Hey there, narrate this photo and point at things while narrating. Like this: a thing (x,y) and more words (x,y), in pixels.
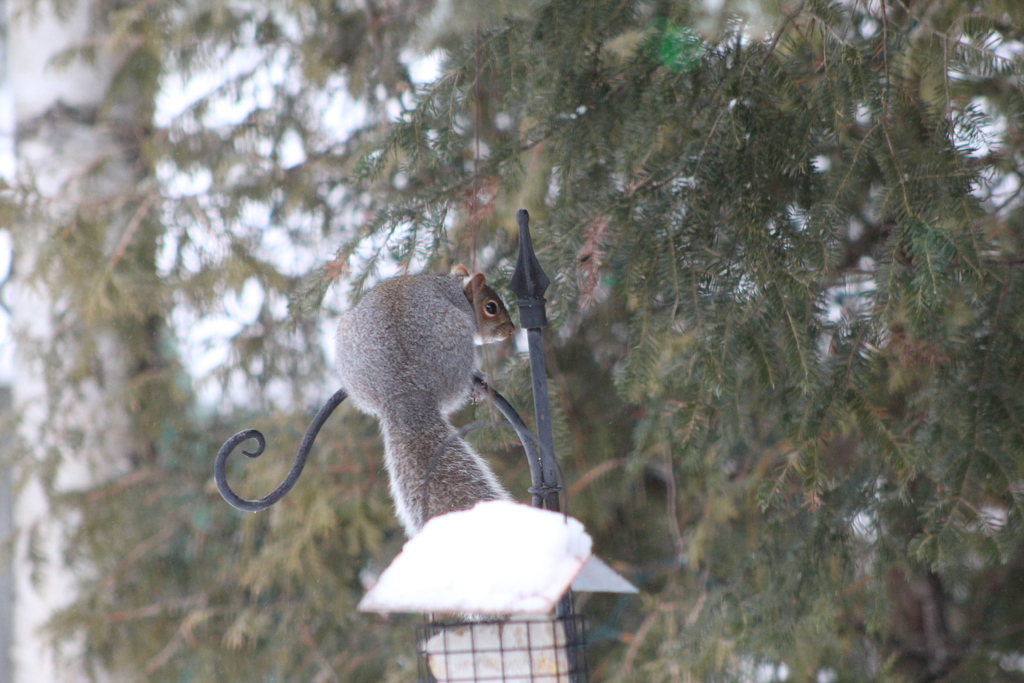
In the picture there is a squirrel (430,294) standing on some object (509,412) and around the squirrel (472,482) there are many branches (643,168) of a tree (678,123).
